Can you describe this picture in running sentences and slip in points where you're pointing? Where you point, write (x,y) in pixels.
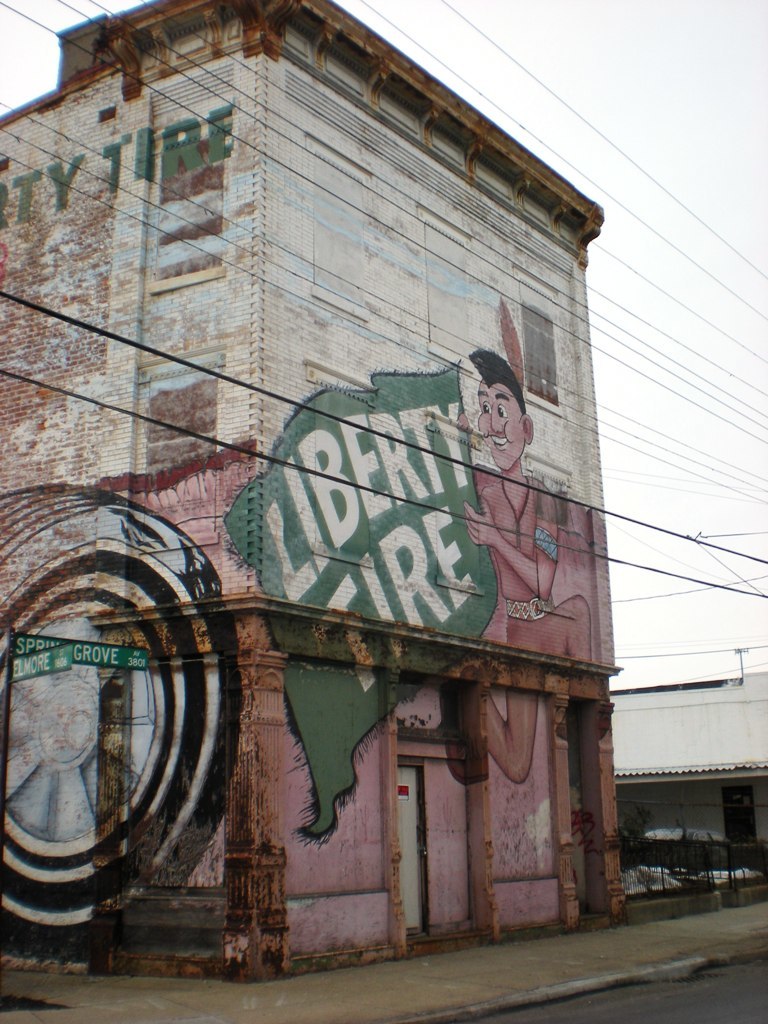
In the image there is a building (339,525) and there are some paintings (401,546) on the building (468,503), in front of the building (547,278) there are a lot of wires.
